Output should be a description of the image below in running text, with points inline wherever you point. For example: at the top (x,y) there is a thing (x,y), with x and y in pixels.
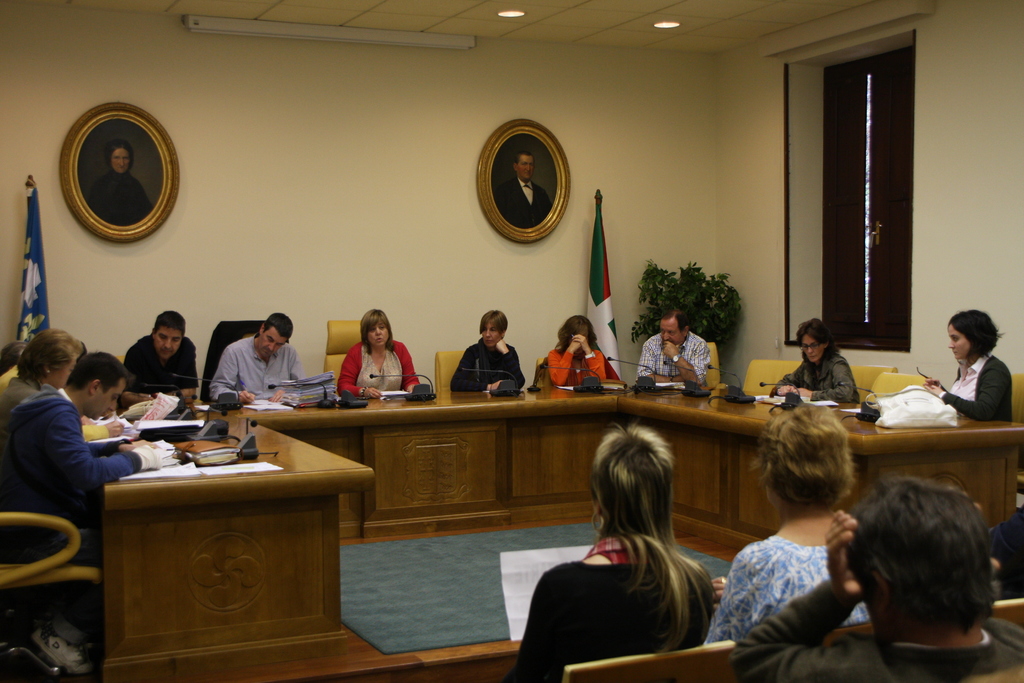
On the right side (1019,638), there are persons (972,660) sitting. In the background (981,379), there are persons (573,316) sitting on chairs (33,524) around a table (389,415) on which, there are mics (229,394) and documents (187,441), there are two flags (595,326), a plant (667,289), photo frames (125,168) on the wall (653,117), a window (887,161) and lights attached to the roof (506,20).
